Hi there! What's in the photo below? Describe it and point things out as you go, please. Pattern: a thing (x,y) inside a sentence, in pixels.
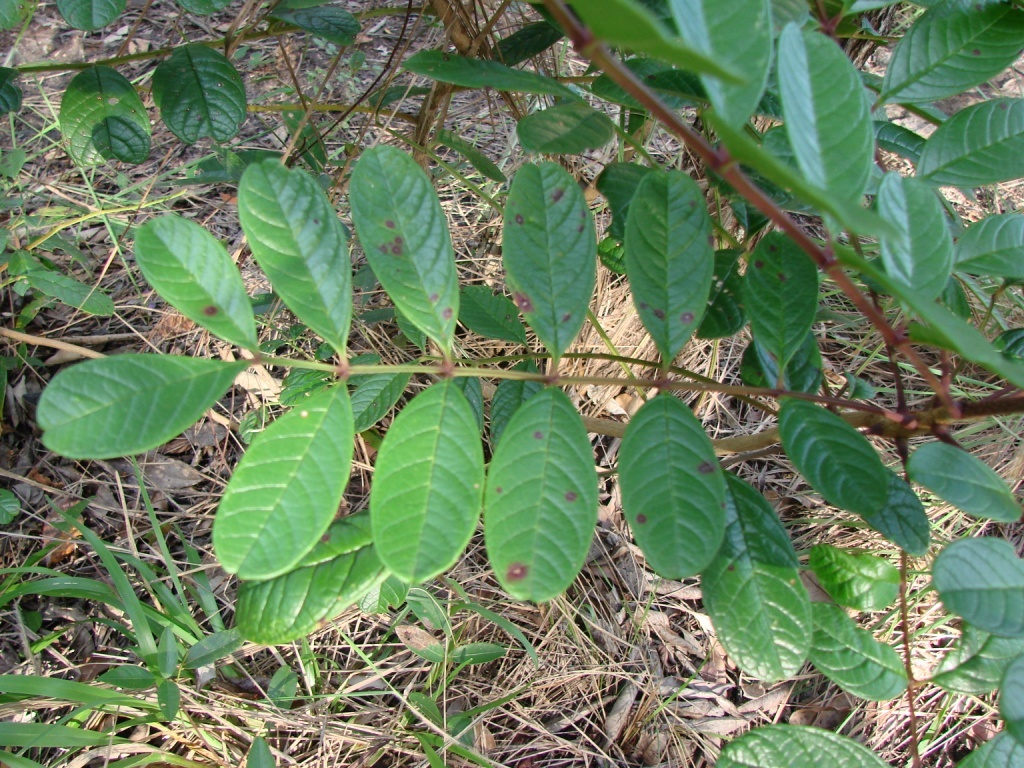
In this image there are plants (723,58), and in the background (355,314) there is dried grass (124,284).
